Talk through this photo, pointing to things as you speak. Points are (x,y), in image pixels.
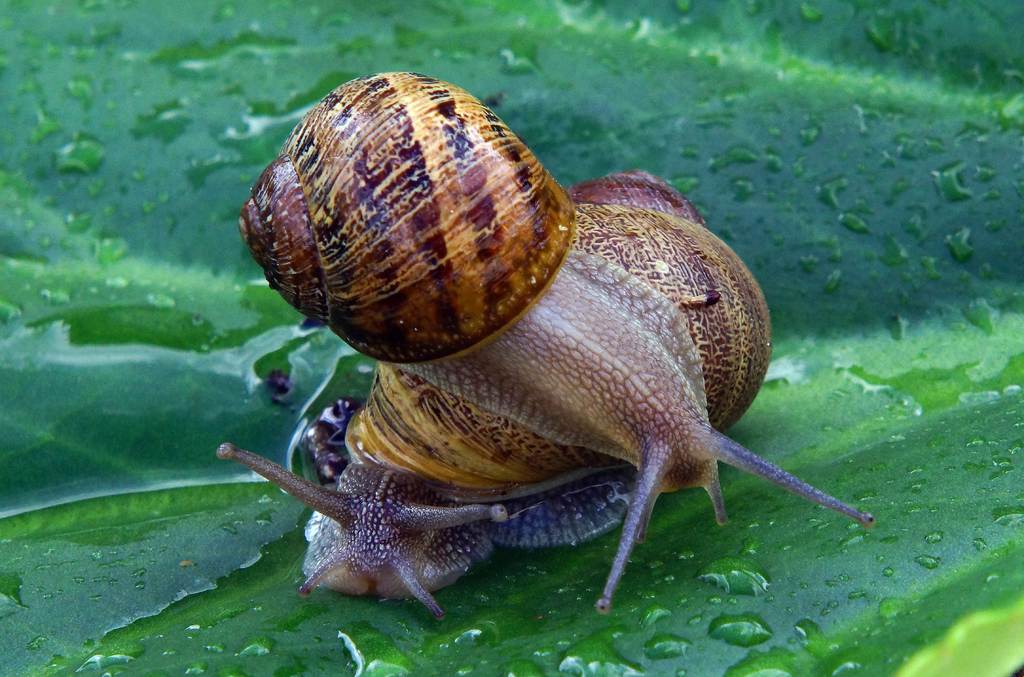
In this image we can see the snail (304,219) and water (275,399) on the leaf (566,627).
